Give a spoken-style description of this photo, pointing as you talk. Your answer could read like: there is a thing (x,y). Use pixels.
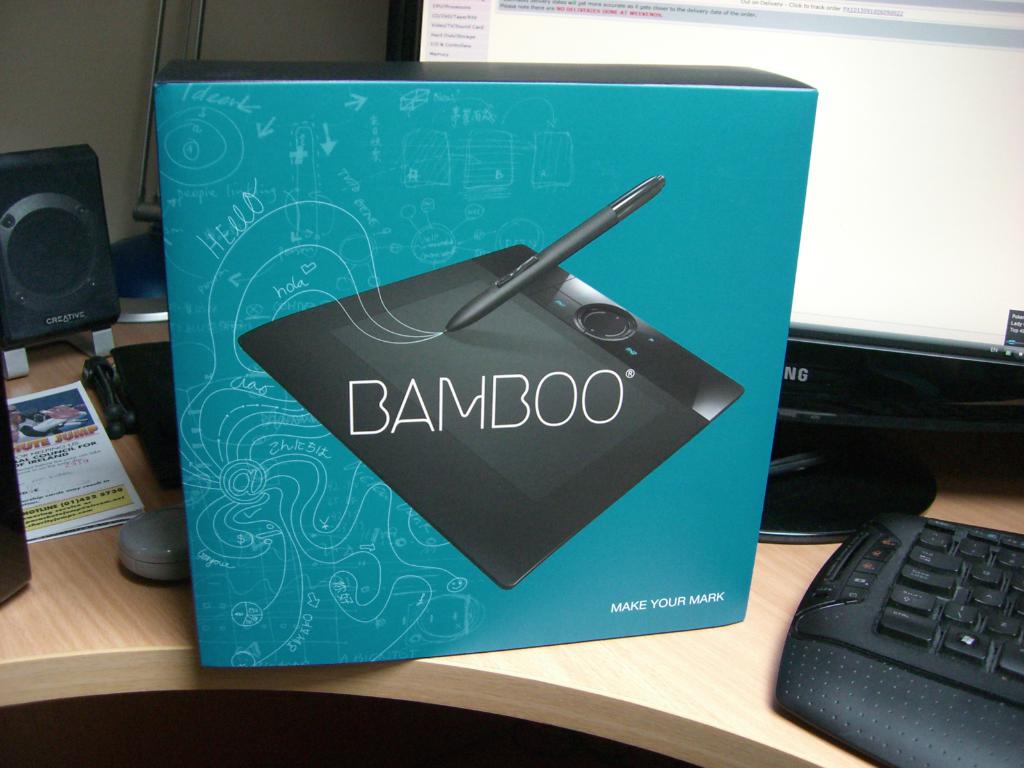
In this image there is one box (539,289) with a name written in it bamboo make your mark is kept on this desk (633,683) on the right side of this box (724,494) there is a keyboard (968,639) and in the background (868,168) there is a monitor (864,108) on the left side (54,250) there is a speaker (73,276) in front of speaker (37,306) there is one pamphlet (67,474) white colour pamphlet (78,474) which is kept on this desk (95,637).
